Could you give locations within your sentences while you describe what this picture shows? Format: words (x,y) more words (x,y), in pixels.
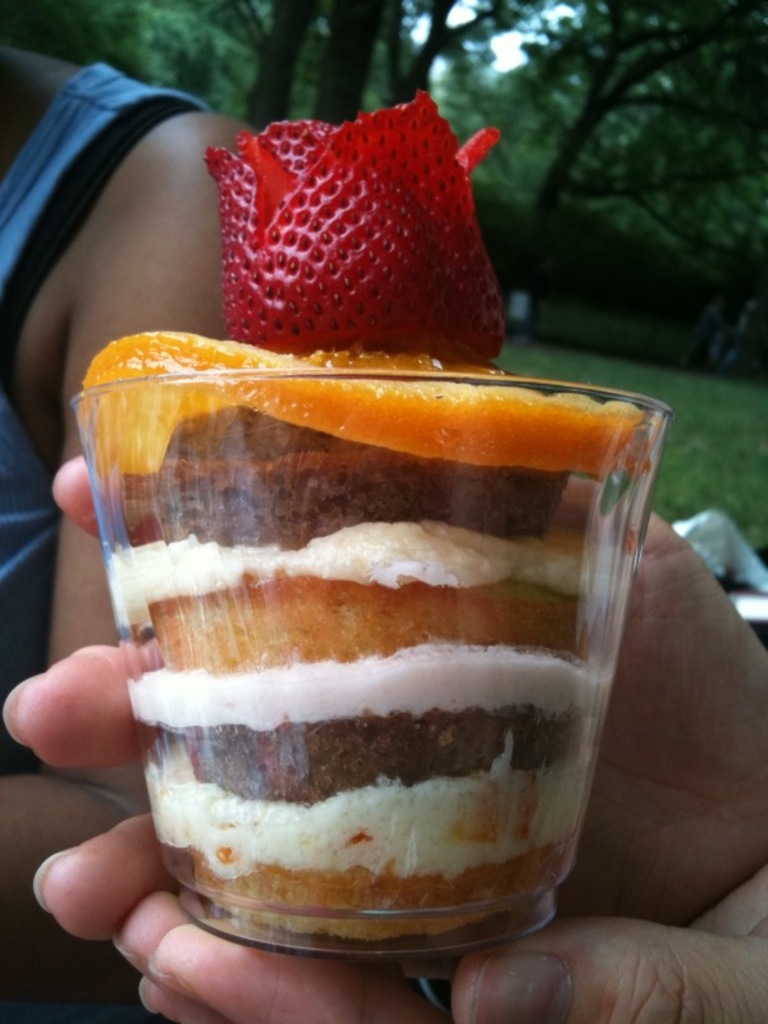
We can see glass (182,631) with food (521,447) and strawberry (350,270) hold with hands (622,936). We can see a person (92,263). In the background (736,459) we can see grass (712,410) and trees (727,163).
